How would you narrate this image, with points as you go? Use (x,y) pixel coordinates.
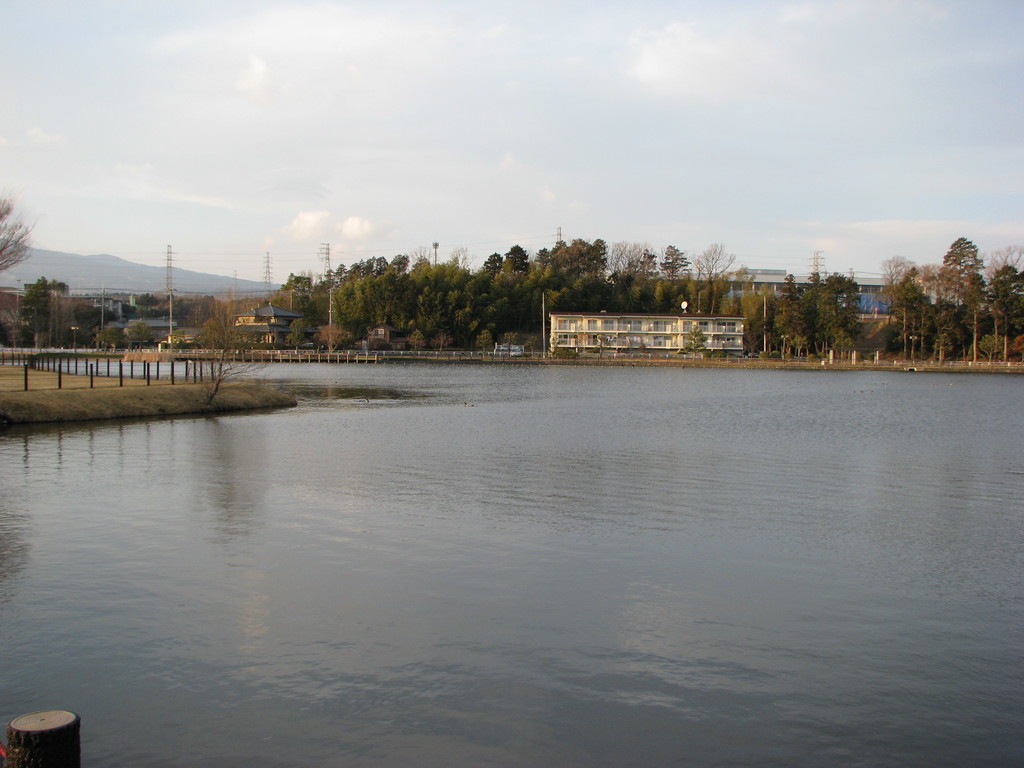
In this picture we can see a lake (428,431) and behind the lake (554,375) there are buildings (252,311), electric poles (329,297) with cables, trees (454,282), hill (87,265) and the sky (536,61).
